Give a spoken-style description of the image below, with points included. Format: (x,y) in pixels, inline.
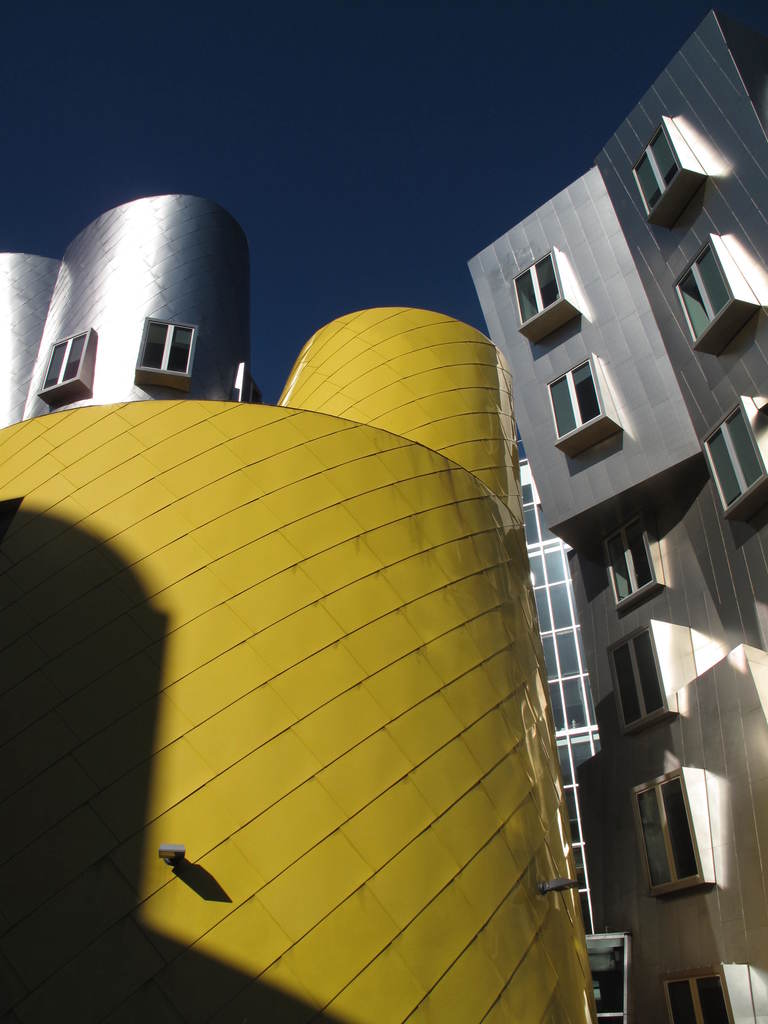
In the middle of the image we can see some buildings (60,288). At the top of the image (439,146) we can see the sky (681,27).
